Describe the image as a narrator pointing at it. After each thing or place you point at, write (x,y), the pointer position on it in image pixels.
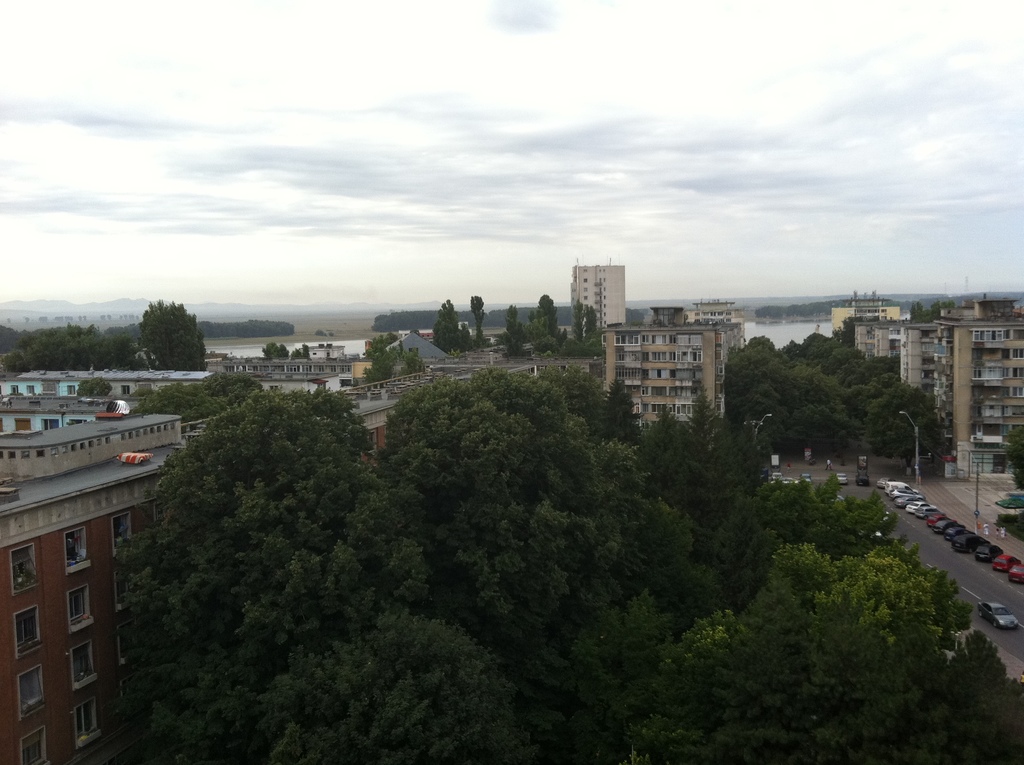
In this image there is the sky (497,165) towards the top of the image (469,111), there are clouds (554,143) in the sky (505,160), there are buildings (668,363), there are trees (509,392), there is road (961,564) towards the right of the image (954,547), there are vehicles (912,500) on the road (909,528), there are poles (916,468), there are streetlights (763,421), there are windows (117,601).
